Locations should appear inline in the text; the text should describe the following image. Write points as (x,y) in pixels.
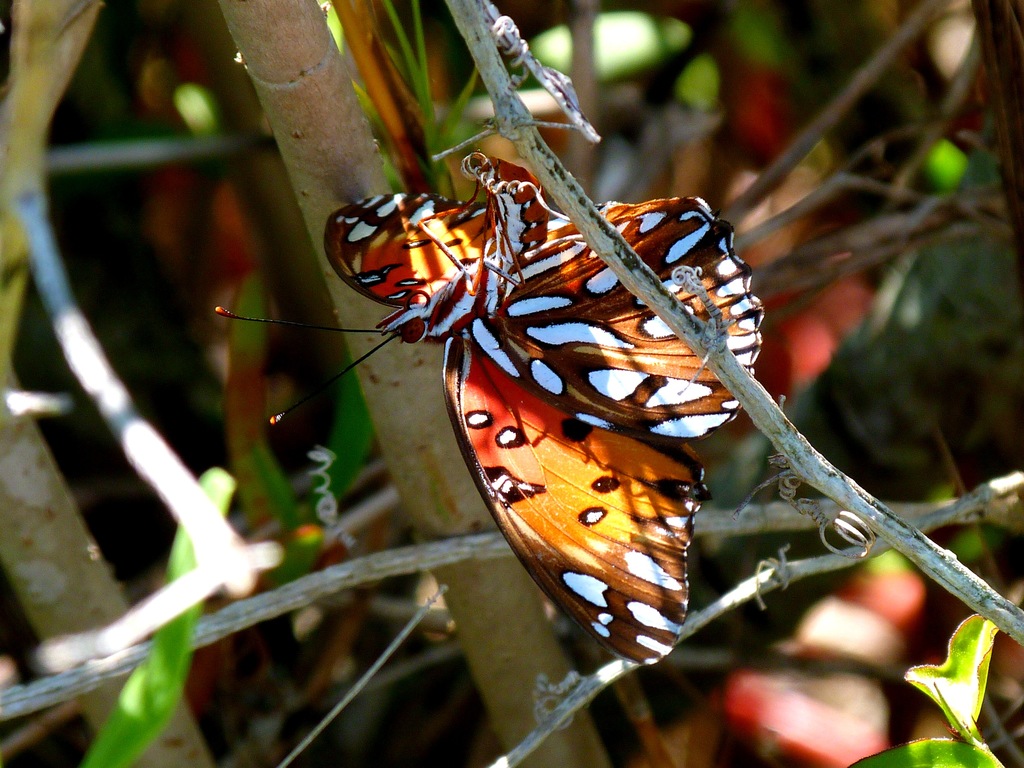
This picture is clicked outside. In the center (495,269) there is an orange colored butterfly (541,264) sitting on the branch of a tree (510,36). In the background (848,587) we can see the stems (592,30) and some other objects (909,386).
